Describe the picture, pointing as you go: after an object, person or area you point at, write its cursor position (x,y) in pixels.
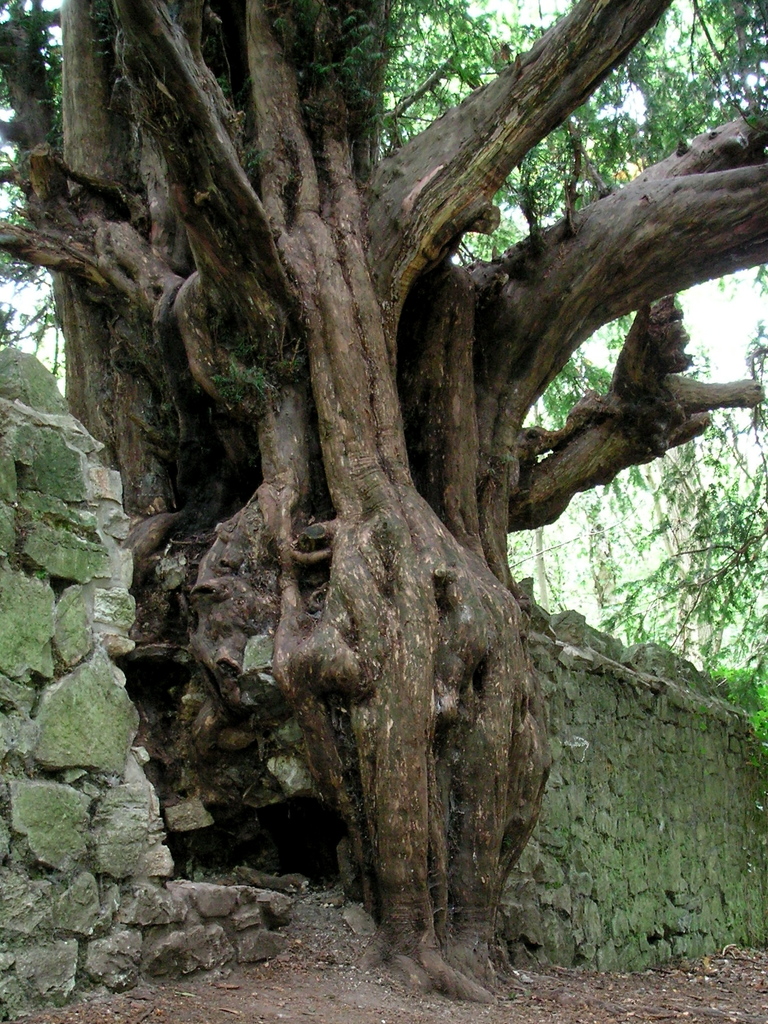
In the middle of this image (317,610), there is a big tree (354,446) on the ground (323,951). On both sides of this tree (346,699), there is a stone wall (637,889). In the background (706,574), there are trees (566,580).
